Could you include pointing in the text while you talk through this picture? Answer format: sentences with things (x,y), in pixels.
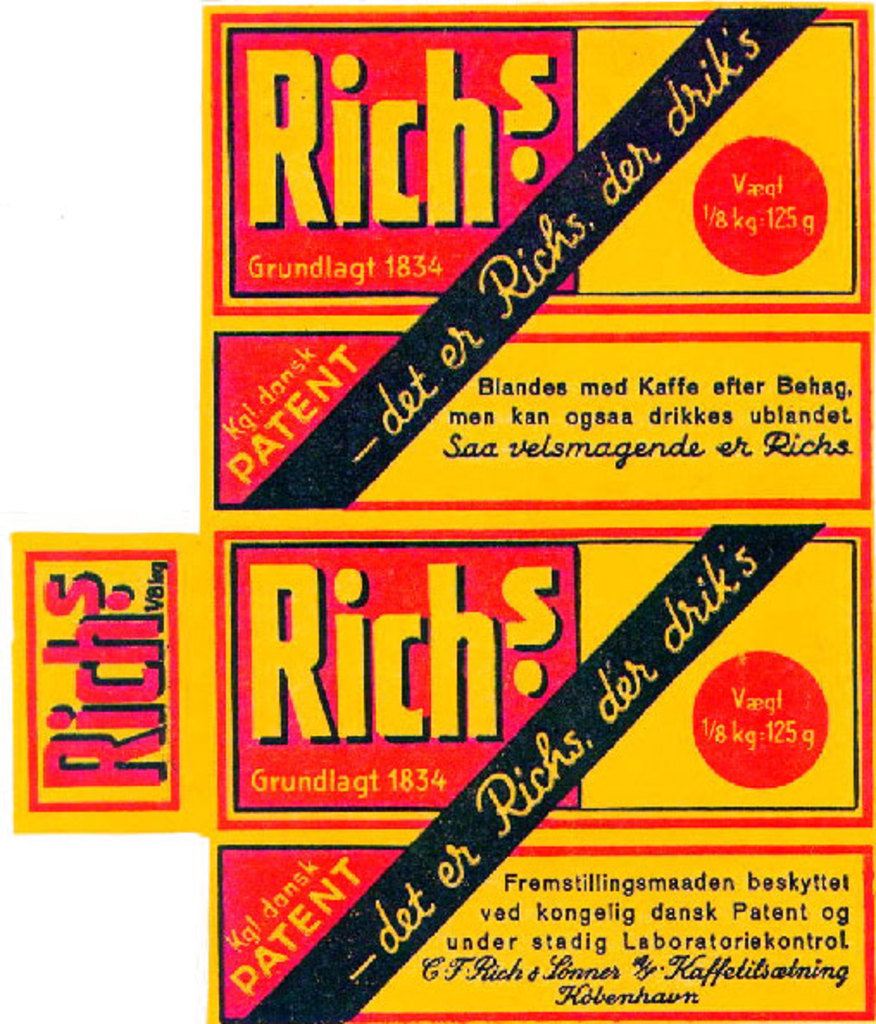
In this picture I can see a poster (220,143), on which there are words (455,593) and numbers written and I see that it is white color in the background (3,818).
